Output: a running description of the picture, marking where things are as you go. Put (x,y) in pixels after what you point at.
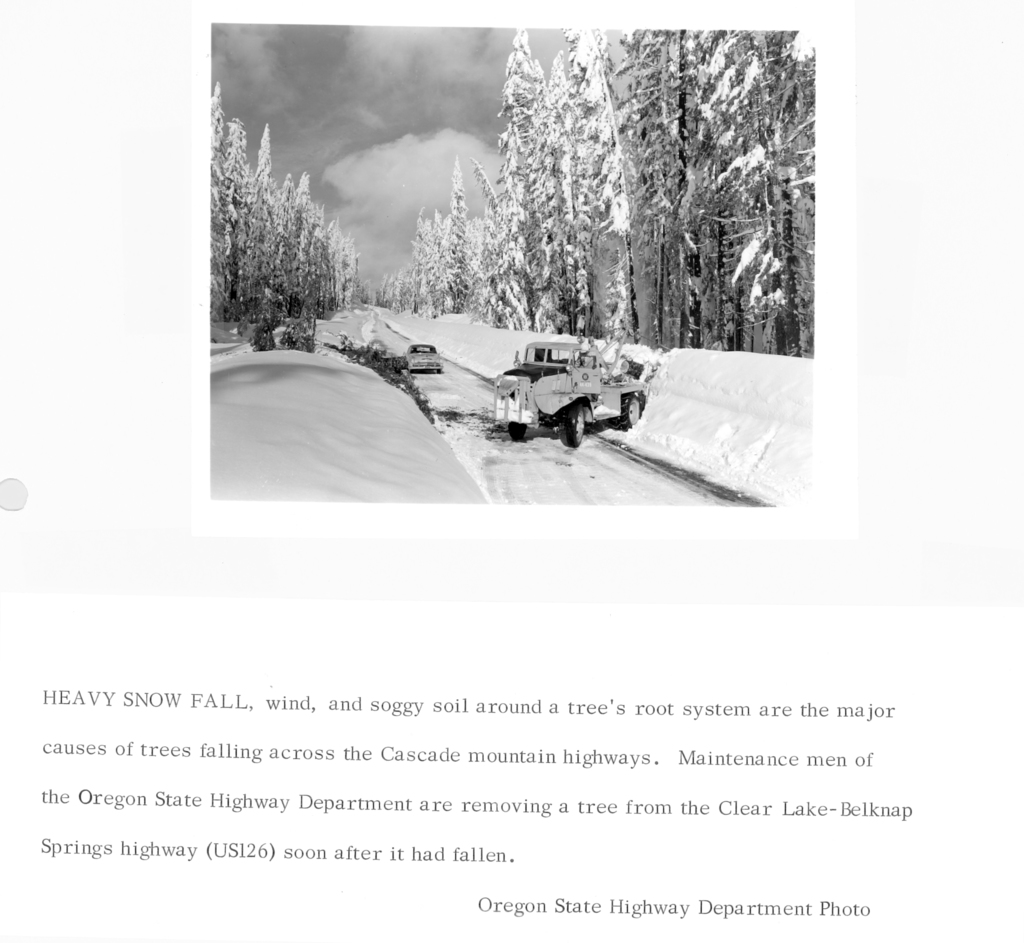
In this image, there is a picture (476,409) and there is some text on the picture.
